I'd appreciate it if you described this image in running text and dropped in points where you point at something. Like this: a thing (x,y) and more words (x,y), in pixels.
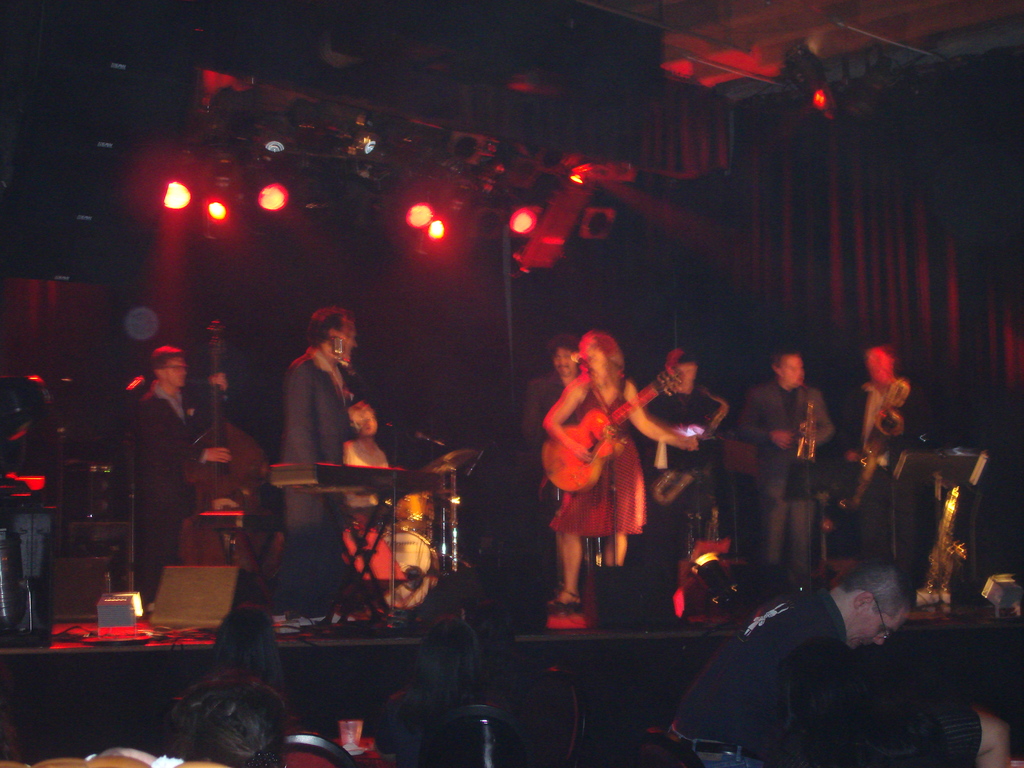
In this image there are group people (703,419) playing a musical instruments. There is a chair (487,716) and a lights (226,214).
